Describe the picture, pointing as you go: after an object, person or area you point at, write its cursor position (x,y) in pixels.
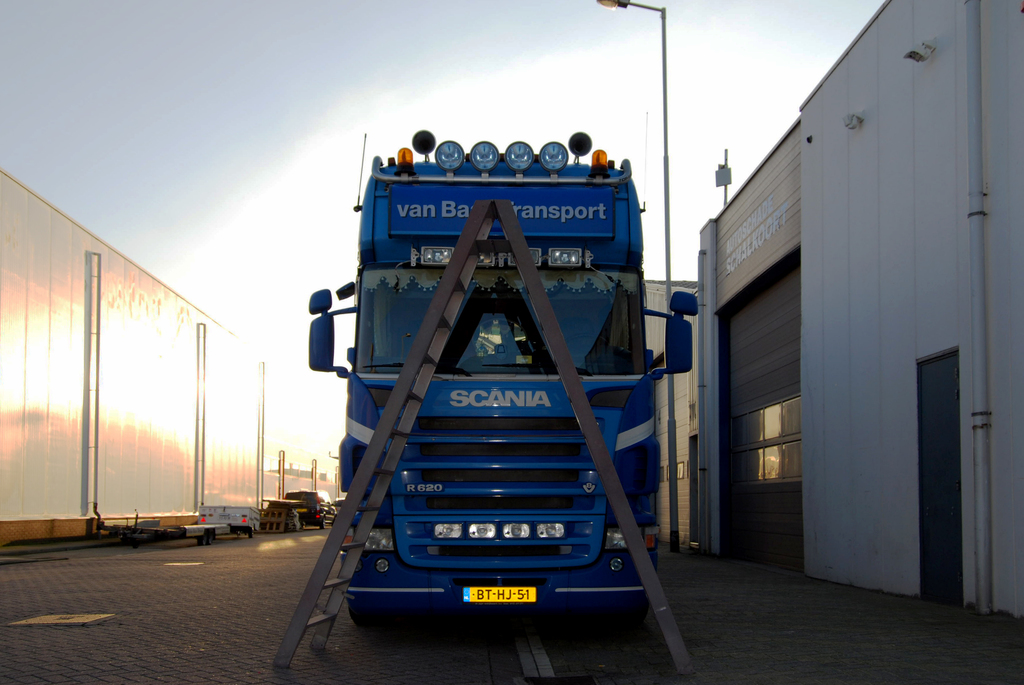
In this image there is a truck (543,409) on the road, in front of the truck (459,415) there is a ladder (585,401), on the either side of the truck (462,390) there are buildings (726,354) and lamp posts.
